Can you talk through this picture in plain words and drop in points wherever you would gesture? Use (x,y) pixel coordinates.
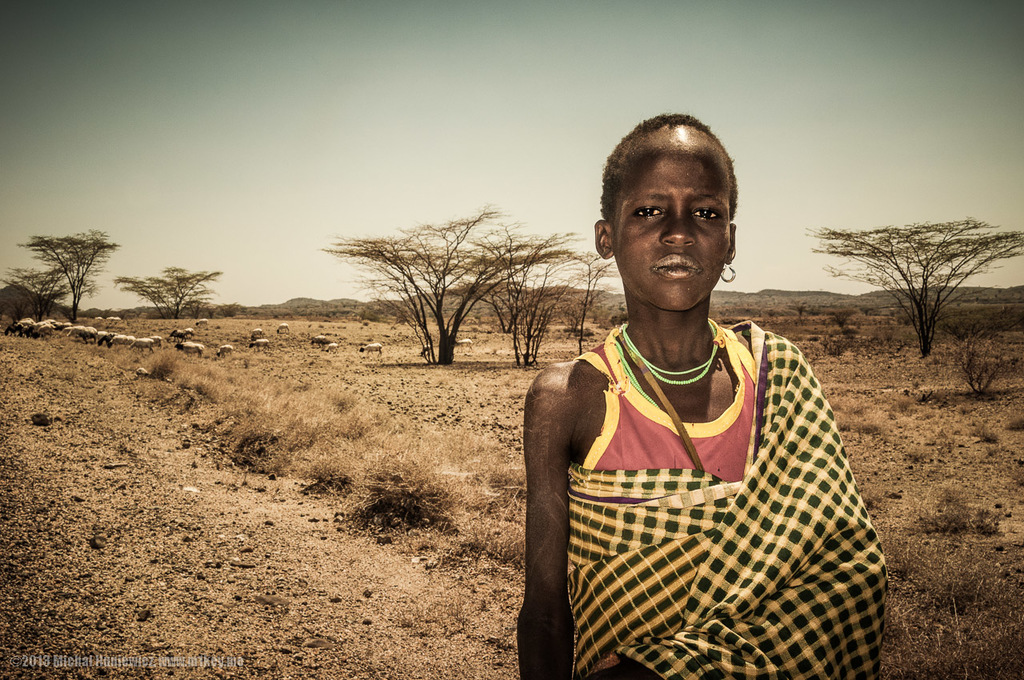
In this image we can see a person (760,392) wearing a dress (723,545) is standing on the ground (431,646). In the background (470,339), we can see a group of trees (456,310), animals (222,347), mountains (973,297) and sky (316,141).
